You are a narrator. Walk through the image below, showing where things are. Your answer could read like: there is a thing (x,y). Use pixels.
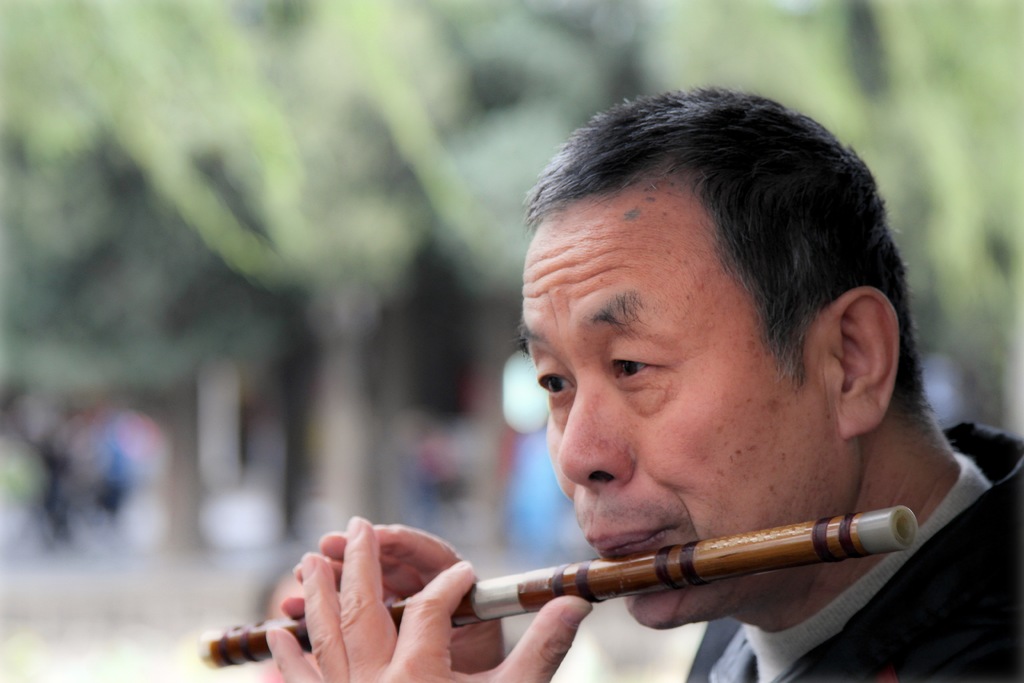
In the image I can see a person (347,552) who is playing the flute (592,567).
